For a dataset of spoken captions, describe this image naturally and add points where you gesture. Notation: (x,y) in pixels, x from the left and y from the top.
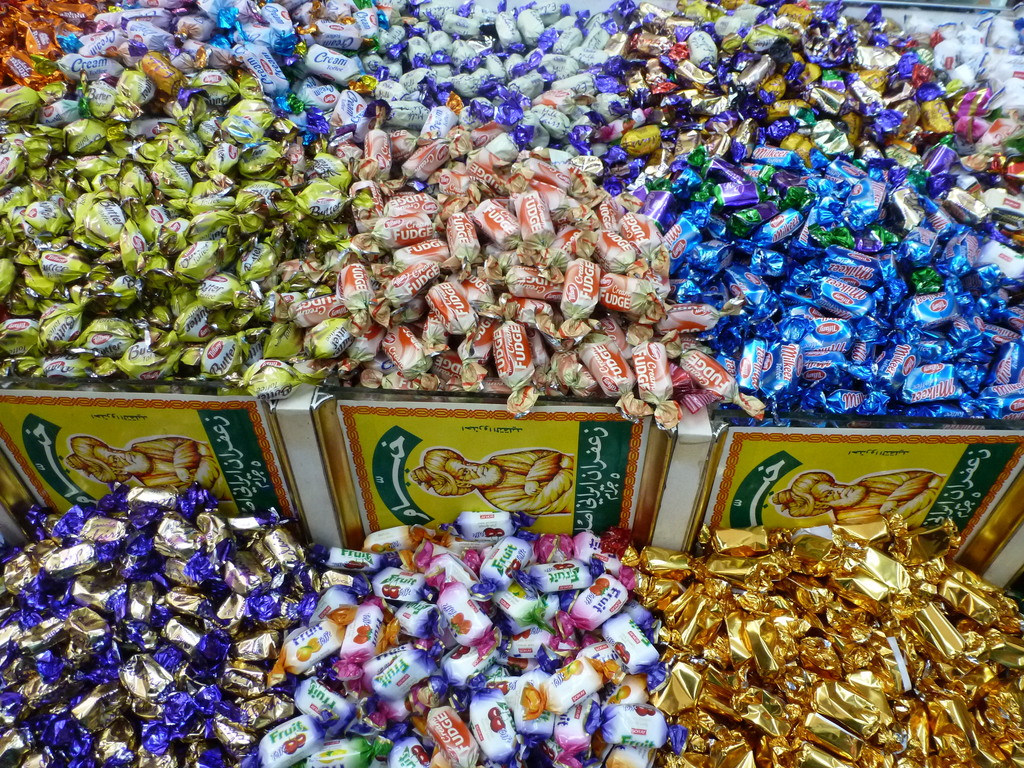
In this image there are chocolates (117,538). In the center (493,438) there is a board (469,477).
